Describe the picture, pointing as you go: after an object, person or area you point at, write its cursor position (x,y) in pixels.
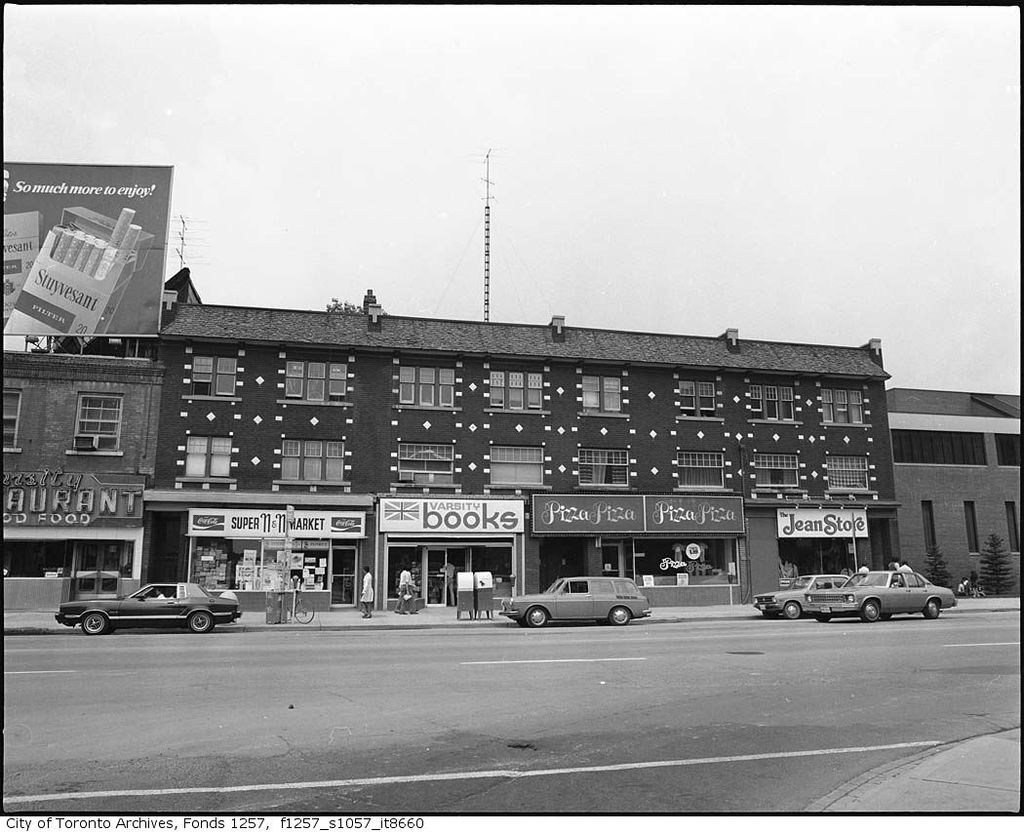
In this image, there is a road (754,706), there are some cars (821,607) on the road (221,656), there is a house (200,505) and there are some shops (270,525), at the top (352,243) there is a sky (486,135) which is in white color.
